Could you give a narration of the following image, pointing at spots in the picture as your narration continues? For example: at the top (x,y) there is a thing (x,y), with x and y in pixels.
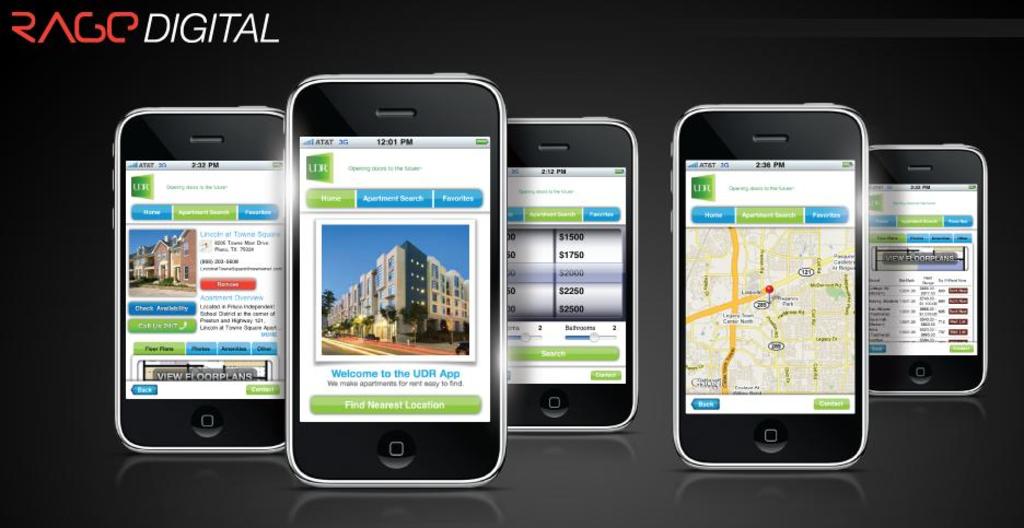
In this picture there are cell phones (571,283). On the screen (382,263) of the cell phones (382,292) there are pictures (376,315) of buildings (386,328) and there is a text (874,328) and picture (805,278) of a map (806,321). In the top left (45,15) there is a text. At the back (408,59) there is a black background (590,55). At the bottom (711,480) there is a reflection (730,513) of cellphones (714,455).
